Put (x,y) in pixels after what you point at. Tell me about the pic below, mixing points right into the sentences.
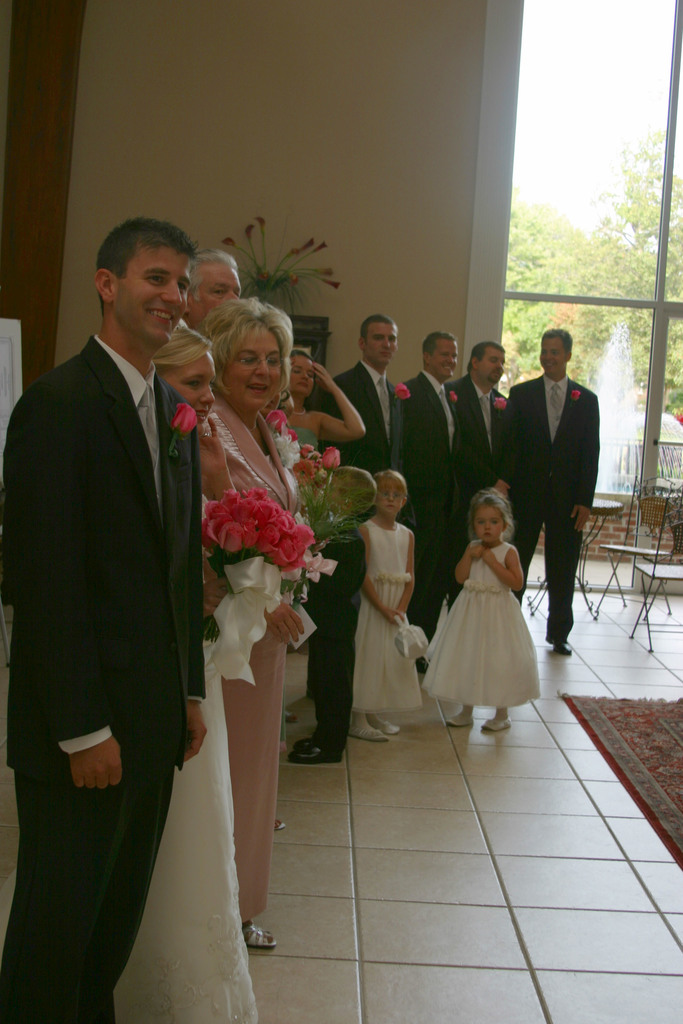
There are people (151,830) standing in the foreground area of the image (373,538) and some are holding flowers (333,502) in their hands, there are chairs (653,522), trees (581,322), a plant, windows (667,235) and the sky (679,138) in the background (529,110).
